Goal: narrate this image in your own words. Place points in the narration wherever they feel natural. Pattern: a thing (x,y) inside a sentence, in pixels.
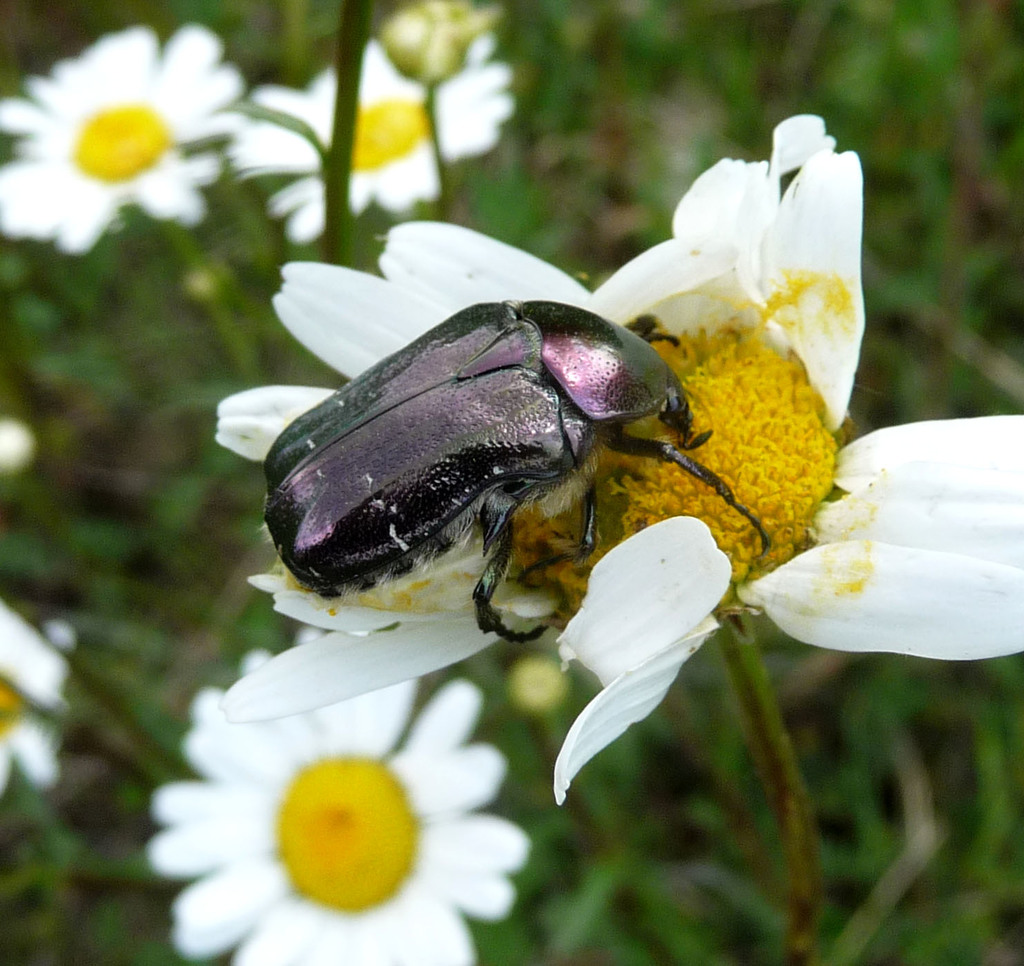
In this image there is a small beetle (535,445) which is eating the pollen grains (735,433). In the background (173,66) there are white flowers (212,119) to the plant (800,843).
